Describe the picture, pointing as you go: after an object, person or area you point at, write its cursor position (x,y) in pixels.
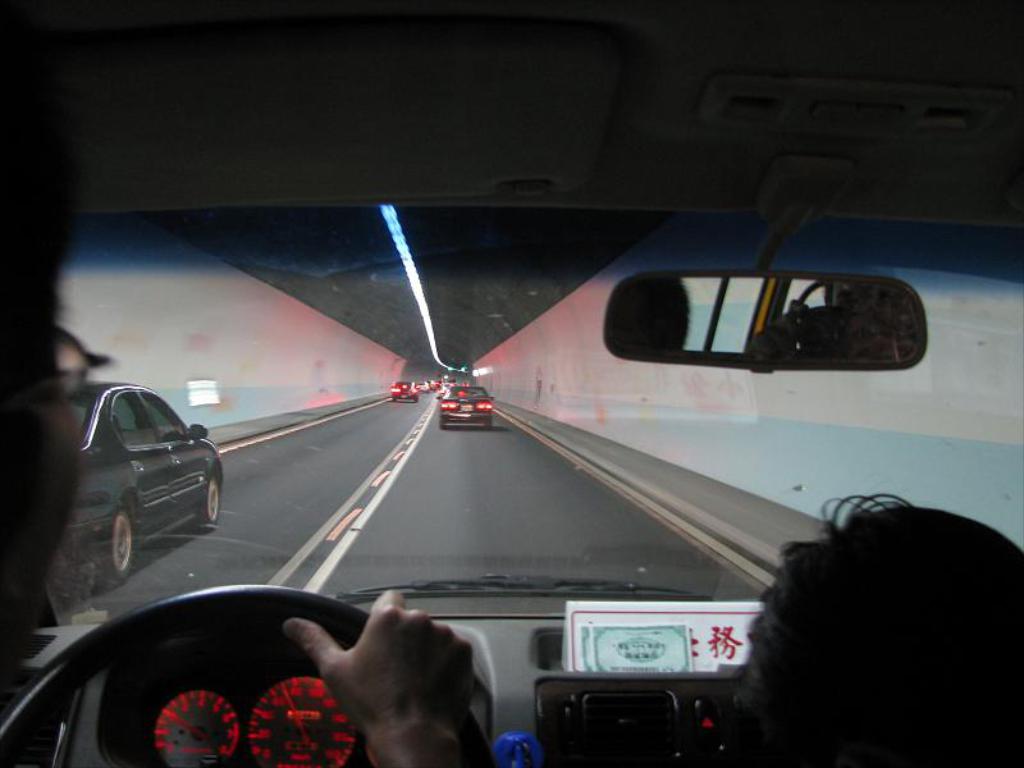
In this image I can see a person (334,659) riding the car (225,621). I can see the windshield (406,523) of the car (467,485) through which I can see few vehicles (482,398) on the road (350,488), the tunnel (529,295) and few lights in the tunnel (542,301). I can see the mirror (750,324) in the car (215,638), the steering (237,587), the speedometer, a white colored object (709,656) and a person's head (858,679).
